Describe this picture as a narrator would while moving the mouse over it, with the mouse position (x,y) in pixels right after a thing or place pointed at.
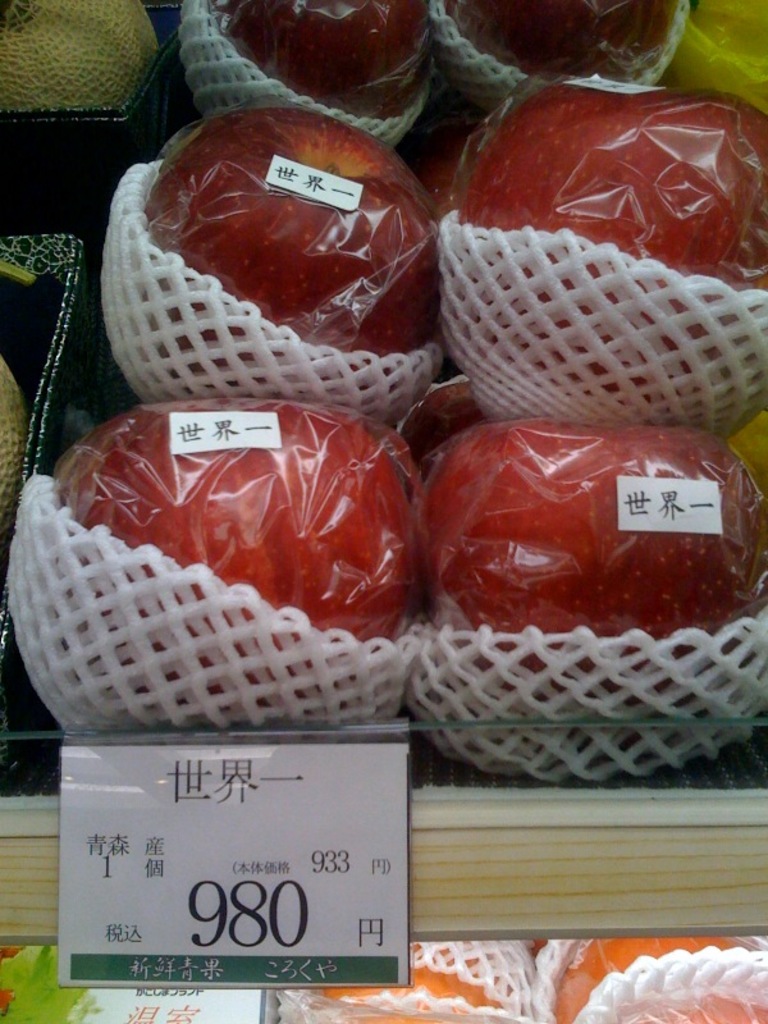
This picture shows apples (569,144), muskmelons (103,60), and oranges (593,962) in the wooden racks (504,887) and we see price board (334,829).
